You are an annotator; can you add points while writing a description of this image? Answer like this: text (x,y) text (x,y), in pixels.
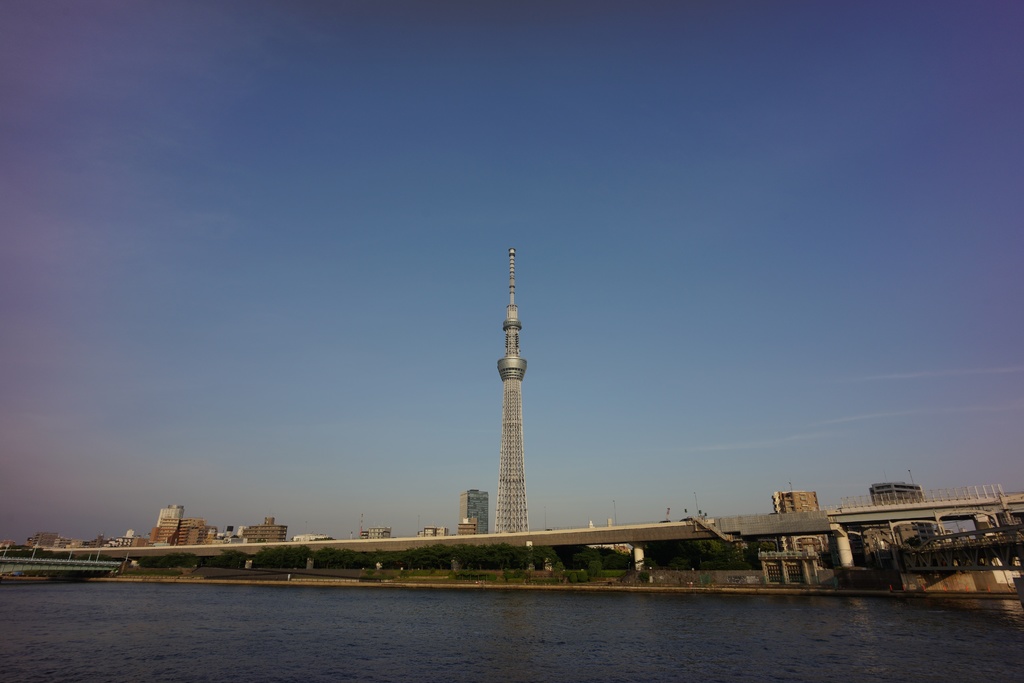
In this picture we can see water (249,638), trees (327,568) and a bridge (334,548) and behind the bridge (493,534) there is a tower (504,488), buildings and a sky (667,255).
